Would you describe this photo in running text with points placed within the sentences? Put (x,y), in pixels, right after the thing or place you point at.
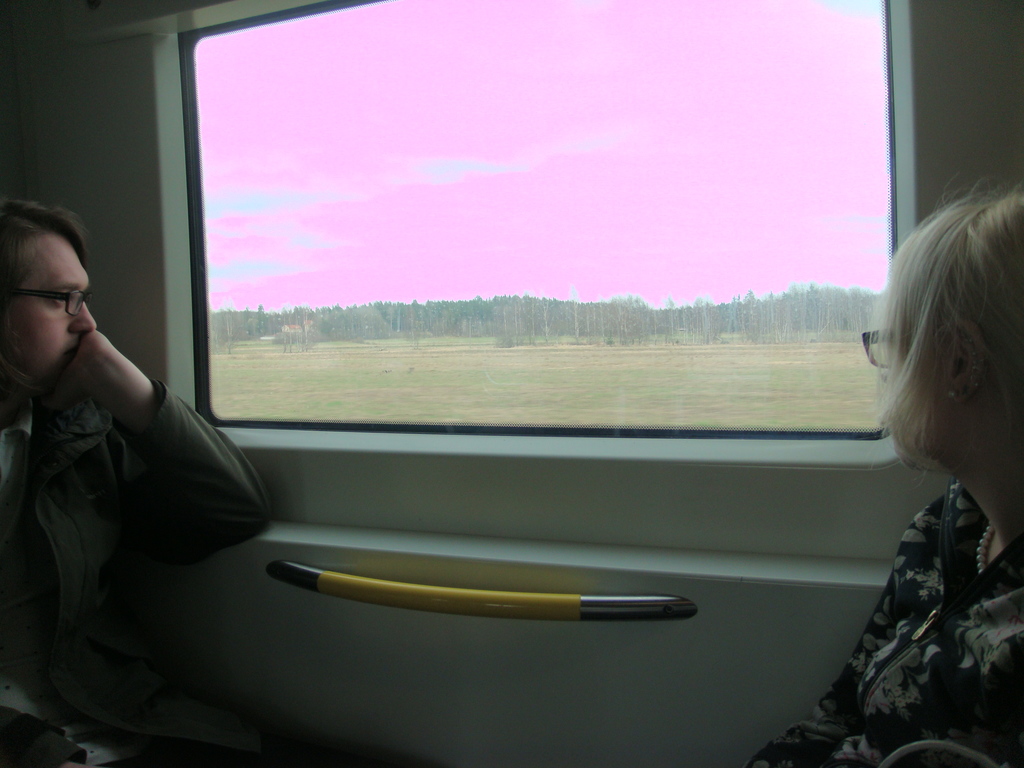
In the image we can see there are two people (55,531) wearing clothes (877,652) and spectacles (81,293), they are sitting near the window (327,4). There is a window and out of the window (661,378) we can see grass (535,373), tree (532,313) and a sky (504,189). This is a neck chain (976,549).
